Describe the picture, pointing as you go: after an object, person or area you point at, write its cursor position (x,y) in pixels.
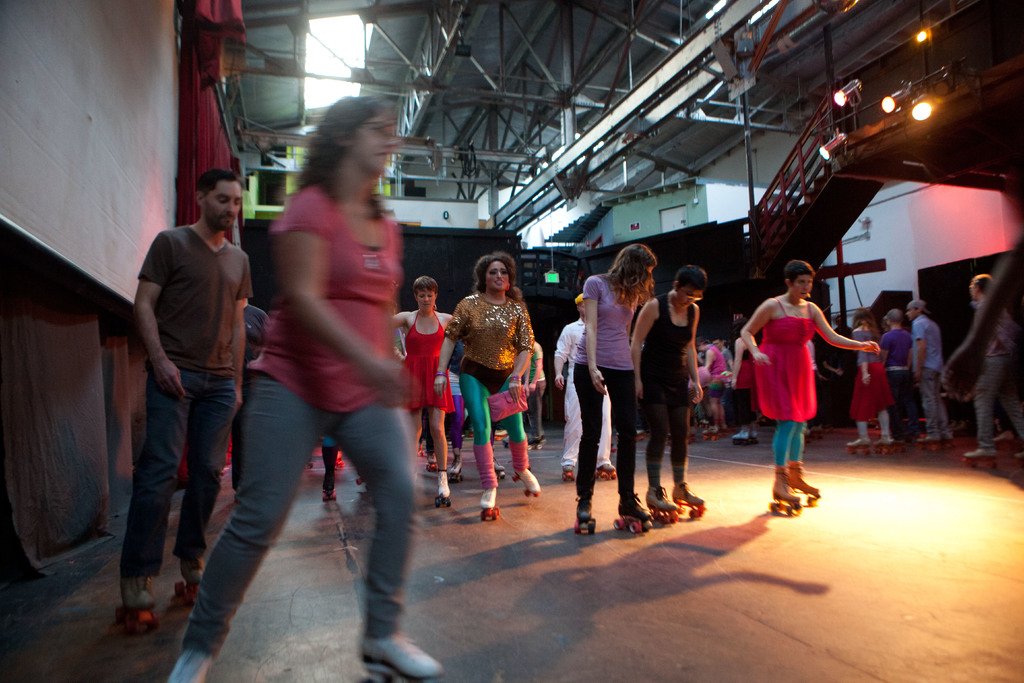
In this image there are a few people (582,500) skating on the floor (778,636), around them there are few objects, curtains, stairs (800,194), lights (830,153) and at the top of the image (633,82) there is a ceiling (630,45).
